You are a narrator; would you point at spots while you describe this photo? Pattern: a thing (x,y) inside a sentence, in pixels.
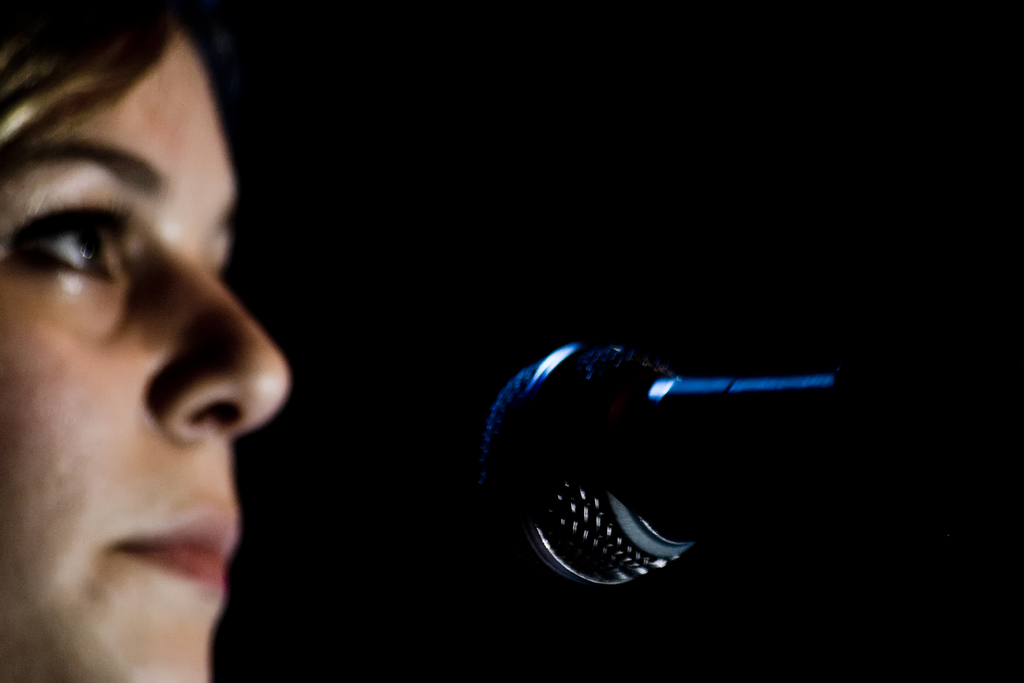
In this image I can see a face (34,654) of a woman (113,25) on the left side (282,400) and in the center (521,442) I can see a mic (569,349). I can also see black colour in the background (636,212).
